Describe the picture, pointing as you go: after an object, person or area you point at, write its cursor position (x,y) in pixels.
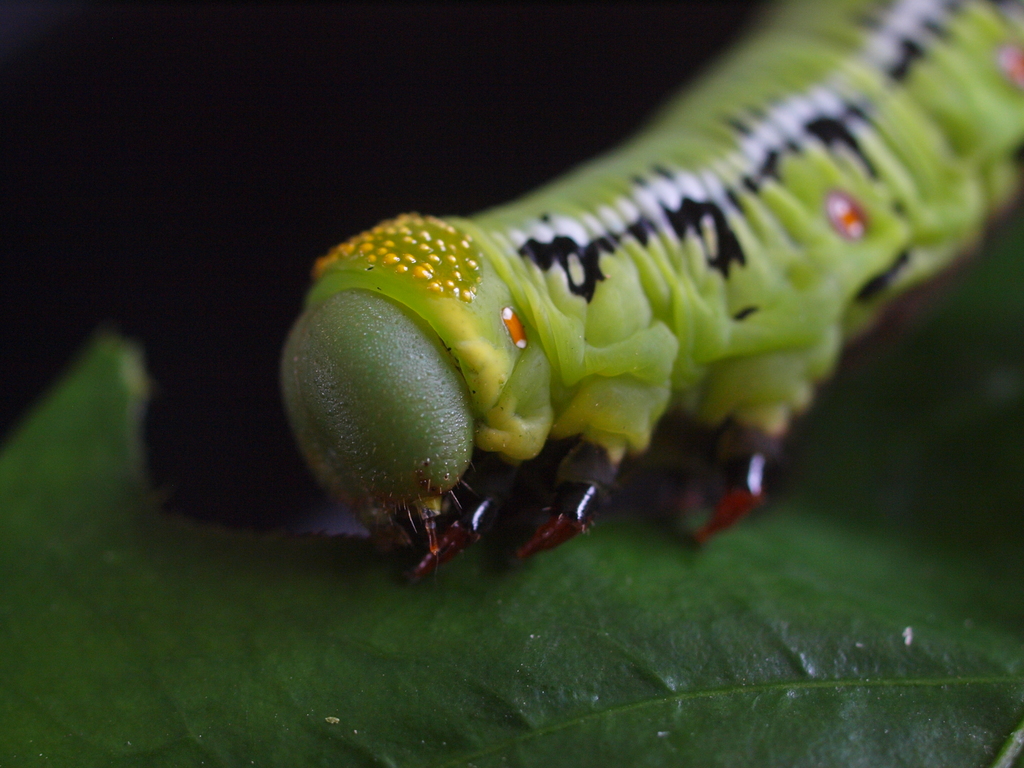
In this image I can see an insect (729,340) which is green, black, white, yellow and orange in color. I can see a leaf (705,606) which is green in color and the black colored background (175,233).
